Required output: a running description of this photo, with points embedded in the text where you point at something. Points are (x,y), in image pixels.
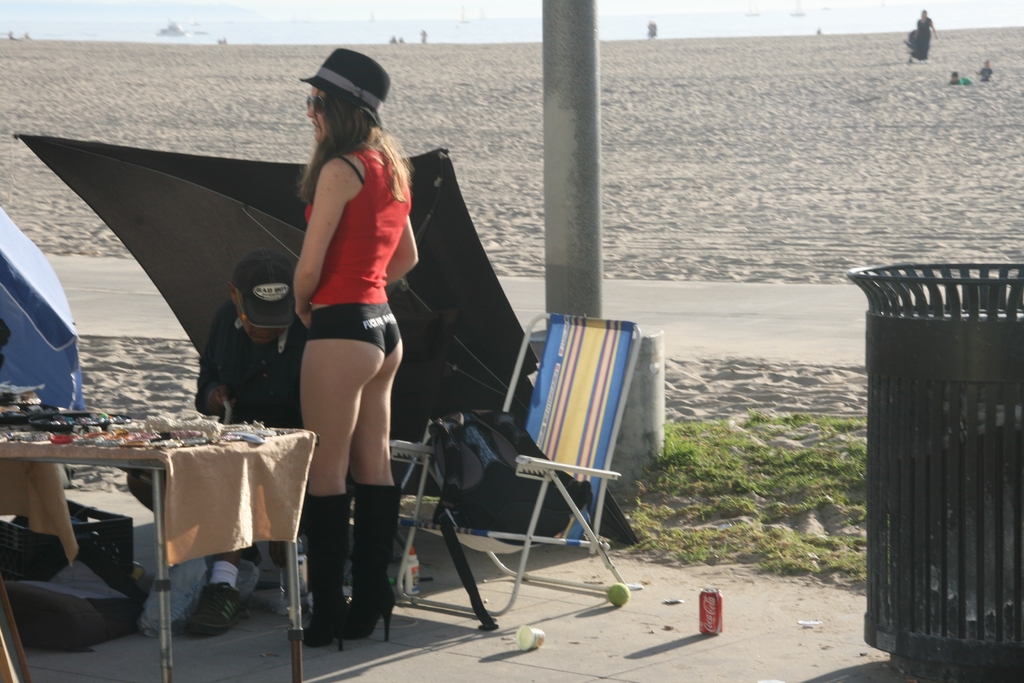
I could see a person (338,289) standing with a high heel boots (363,553) on and a hat (346,78) on. In the back ground (370,47) i could see a sand (784,74) and water (275,26) it seems like a beach (645,258). There is a trash can (962,385) to the right of the picture (982,553) and a chair (590,406) backpack (446,454) and a table (81,440).
